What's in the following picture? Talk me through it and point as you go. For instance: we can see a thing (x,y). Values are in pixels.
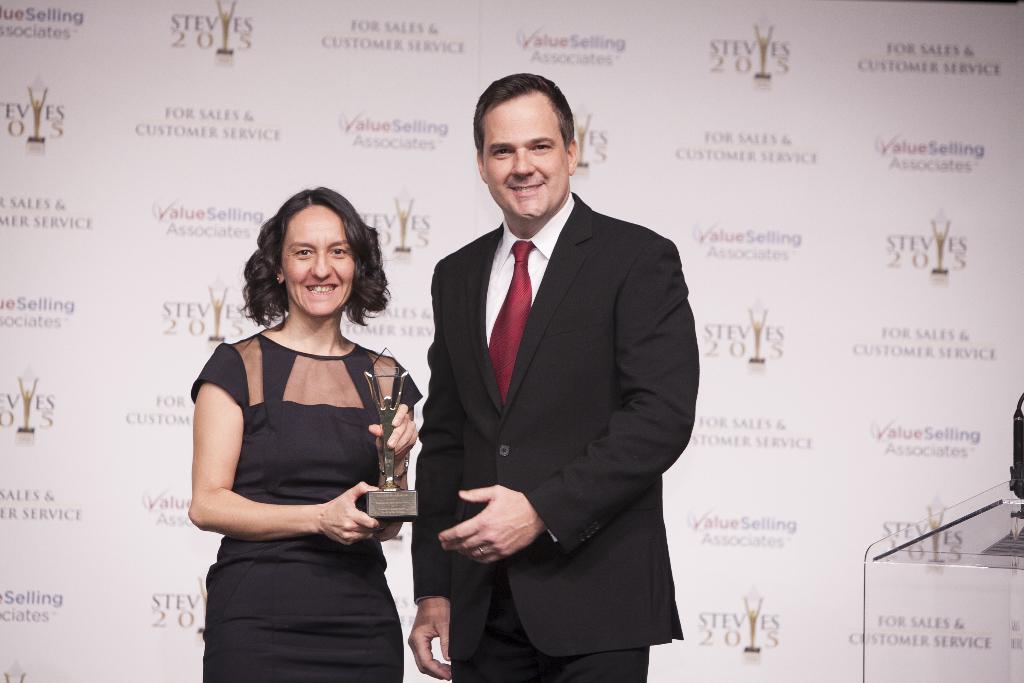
In this image I can see two persons (515,405) standing. The person (472,376) at right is wearing black blazer (562,234), white shirt (508,279) and red color tie (499,315), the person (360,411) at left (335,435) is wearing black dress (338,430) and holding a shield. Background (867,104) I can see a white color banner (439,104) and something written on it.
